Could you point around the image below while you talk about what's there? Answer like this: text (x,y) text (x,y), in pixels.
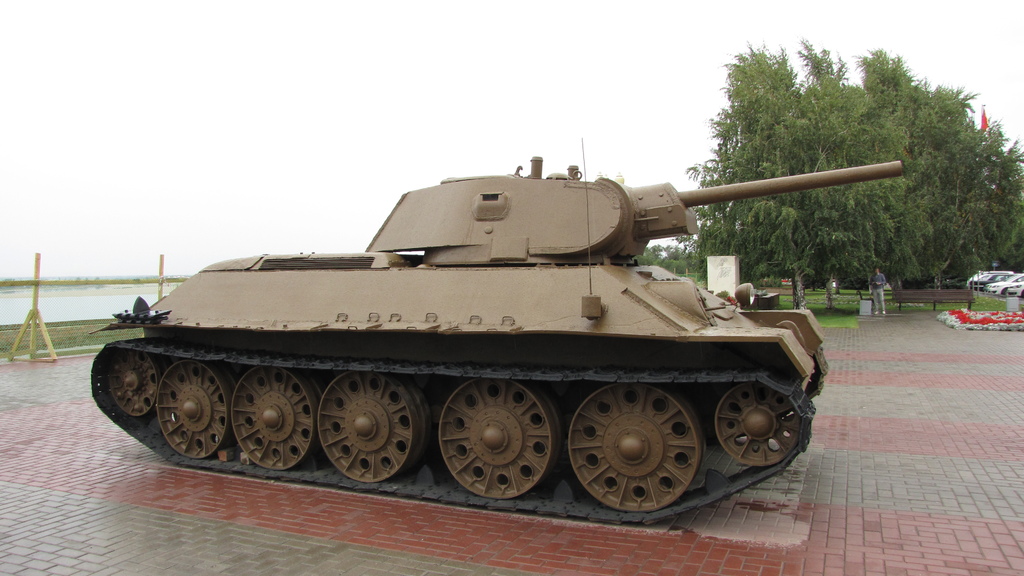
There is a war tank (699,391). A man (876,279) is standing at the back (880,295). There are trees (1010,269), bench (929,295), a flag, vehicles (977,275) and water (56,299) at the left (63,307).
